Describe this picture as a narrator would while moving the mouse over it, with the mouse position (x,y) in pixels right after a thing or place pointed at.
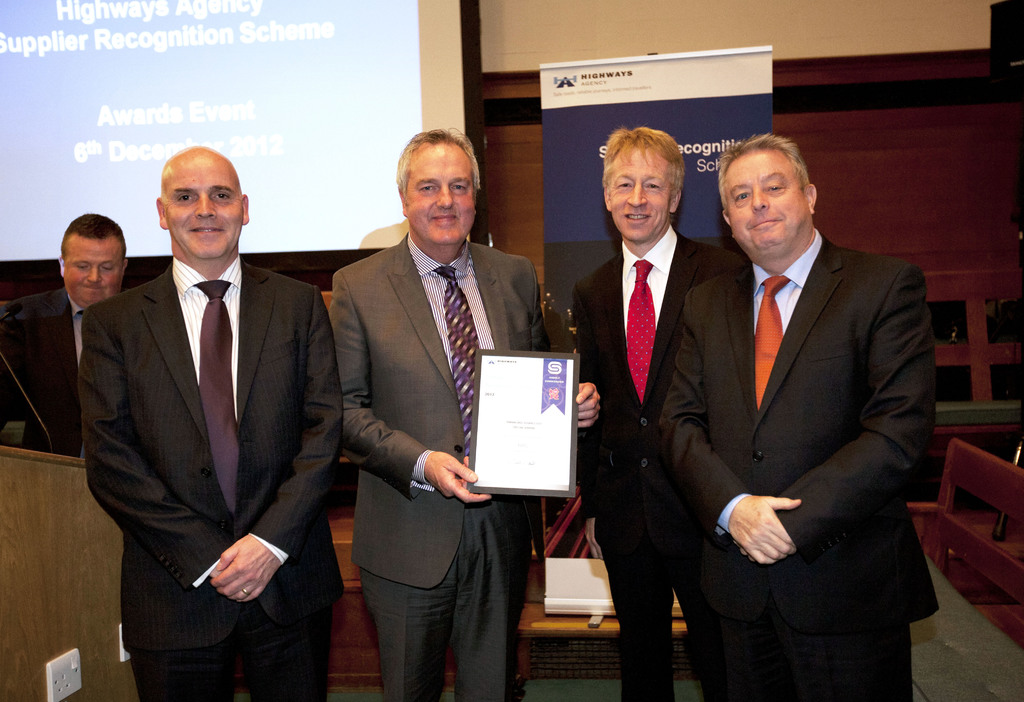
In the center of the image (668,460) we can see some people (325,377) are standing and wearing suits (494,309) and smiling and a man (474,345) is holding a certificate (570,407). In the background of the image (270,67) we can see a screen (283,78), board (731,135), wall (809,96). On the right side of the image (995,459) we can see the benches (978,478). At the bottom of the image (553,655) we can see the floor (445,701), table (556,641). On the table (594,629) we can see a book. On the left side of the image (73,411) we can see a man (97,290) is standing in-front of podium (73,460). On the podium (75,461) we can see a mic (29,400) with stand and socket boards (68,685).
